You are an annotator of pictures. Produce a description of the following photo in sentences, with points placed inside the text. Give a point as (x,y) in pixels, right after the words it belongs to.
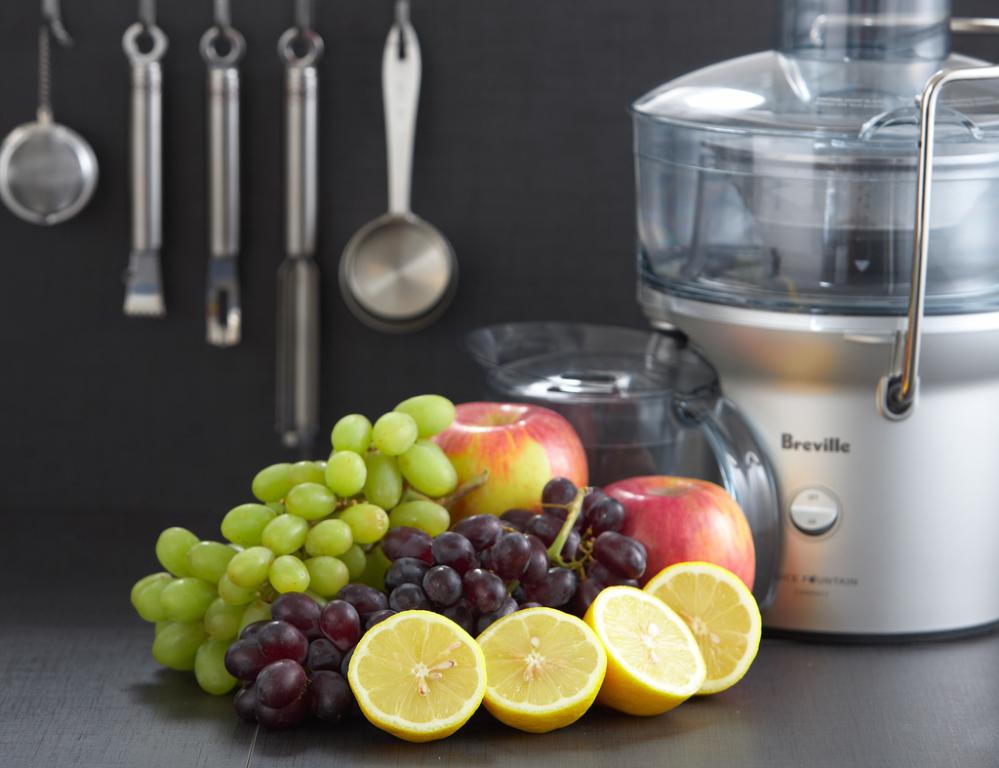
In the picture we can see a desk (828,655) on it, we can see some fruits (449,635) like black grapes (337,657), green grapes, apples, and some lemon slices (438,644) and beside it, we can see a jar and a box (910,240) which are gray in color and behind it we can see a wall (495,56) with some spoons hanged to it.
